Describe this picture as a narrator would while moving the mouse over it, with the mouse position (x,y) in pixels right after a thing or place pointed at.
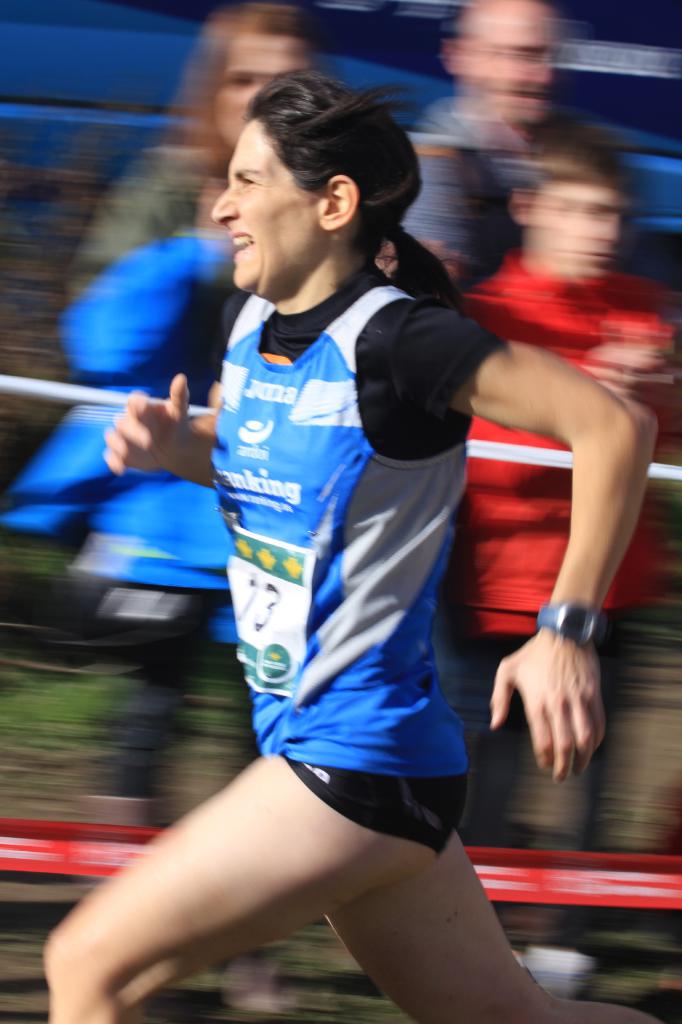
This picture describes about few people (331,484), in the middle of the image (344,510) we can see a woman (257,275) and she is running, we can see blurry background (648,674).
